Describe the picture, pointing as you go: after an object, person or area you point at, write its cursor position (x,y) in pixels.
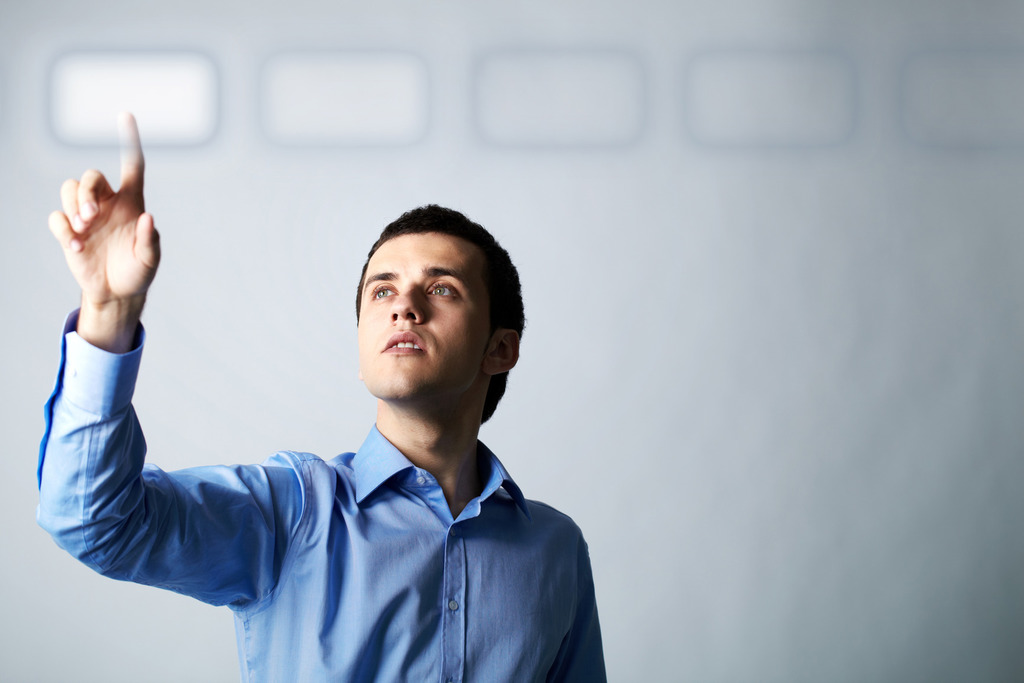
In this image I can see a person (462,394) standing and wearing blue color dress (390,539). Background (916,399) is in white color.
